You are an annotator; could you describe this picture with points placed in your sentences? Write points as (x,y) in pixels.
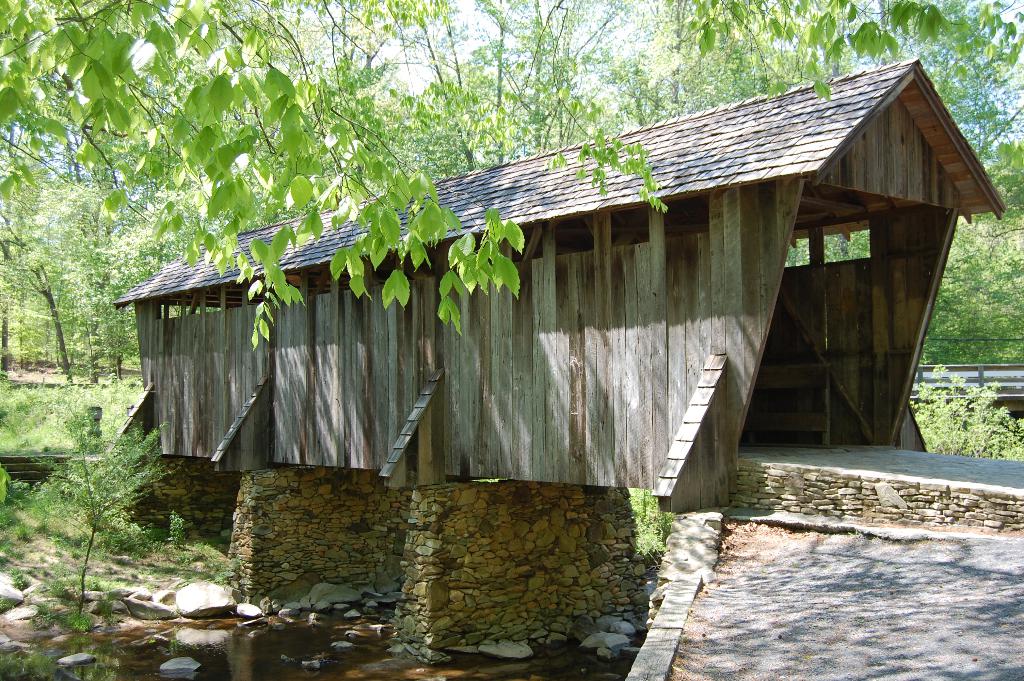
In this image I see a bridge (604,298) over here and I see the water (279,656) and I see stones (367,608). In the background (374,2) I see the trees (131,37) and plants (122,398) and I see the path (826,562) over here.
